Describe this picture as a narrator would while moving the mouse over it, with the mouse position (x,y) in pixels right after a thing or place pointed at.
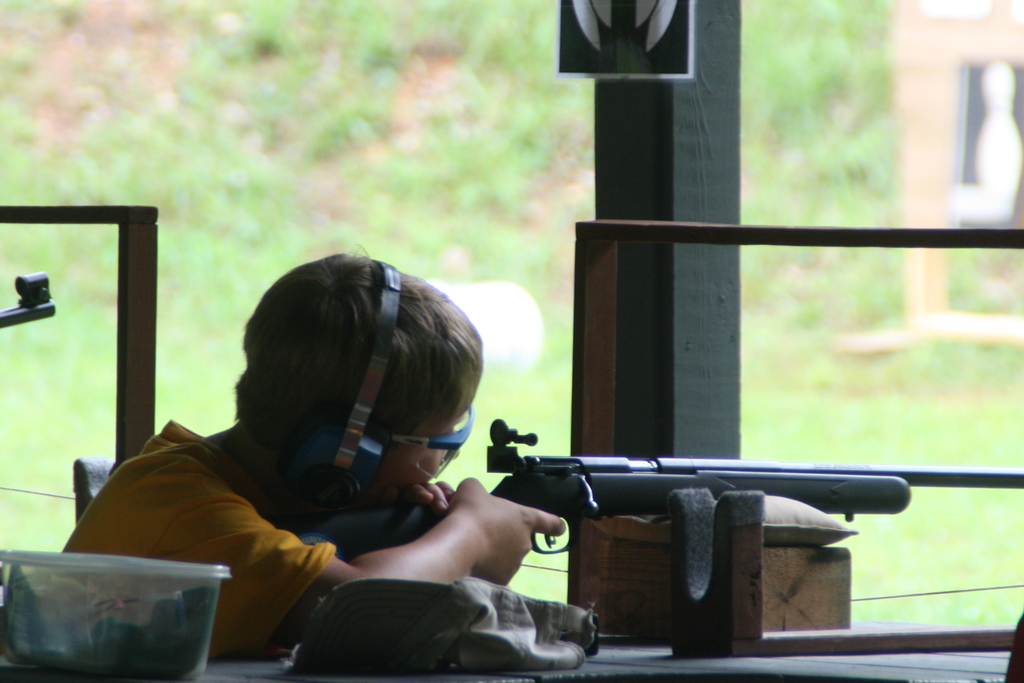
In this picture we can see a person (237,425), goggles (436,440), cap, box (59,572), gun (597,484), rods (151,300), some objects (742,537) and in the background (804,74) we can see plants (498,144) and it is blurry.
